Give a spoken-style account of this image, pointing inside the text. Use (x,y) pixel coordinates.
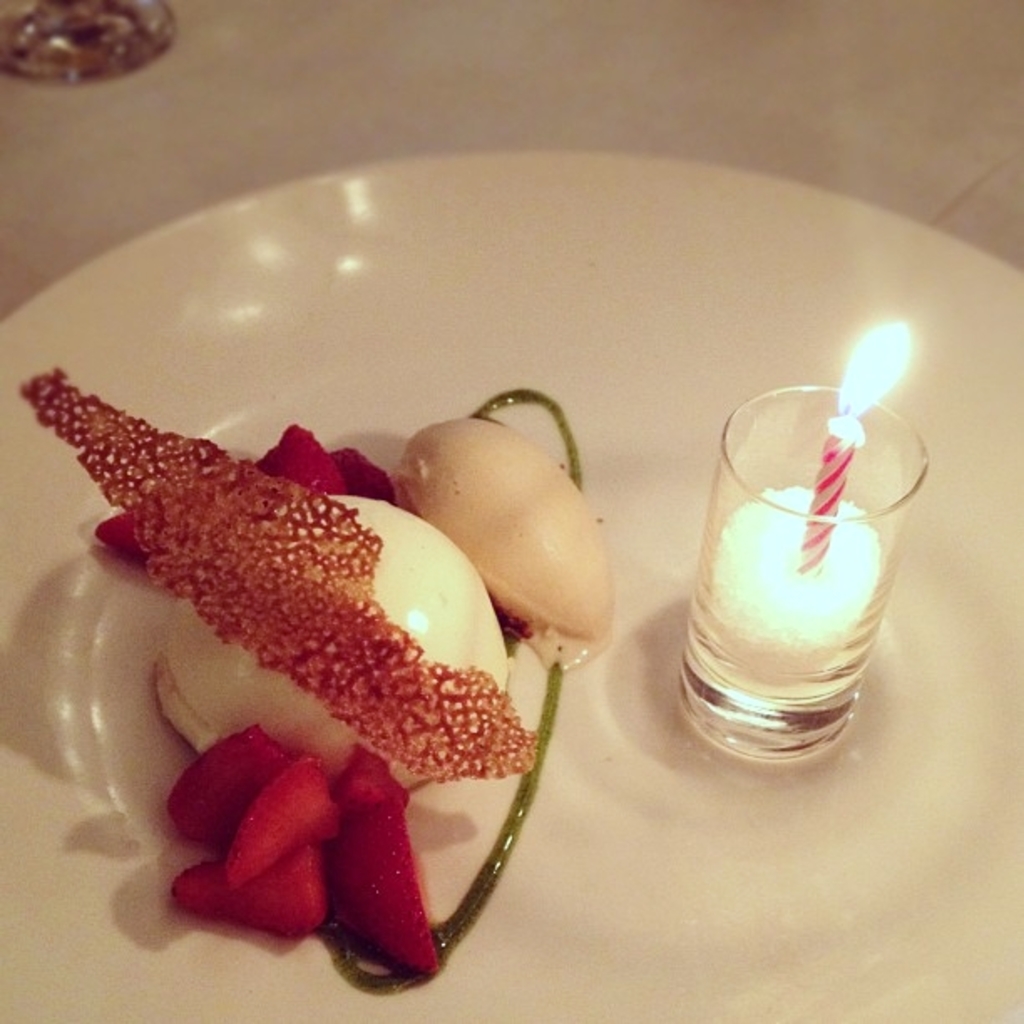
In this picture we can see a plate (678,850), there is some food (500,591) and a glass (830,569) present in the plate (920,599), we can see a candle (817,536) in this glass (844,611).
